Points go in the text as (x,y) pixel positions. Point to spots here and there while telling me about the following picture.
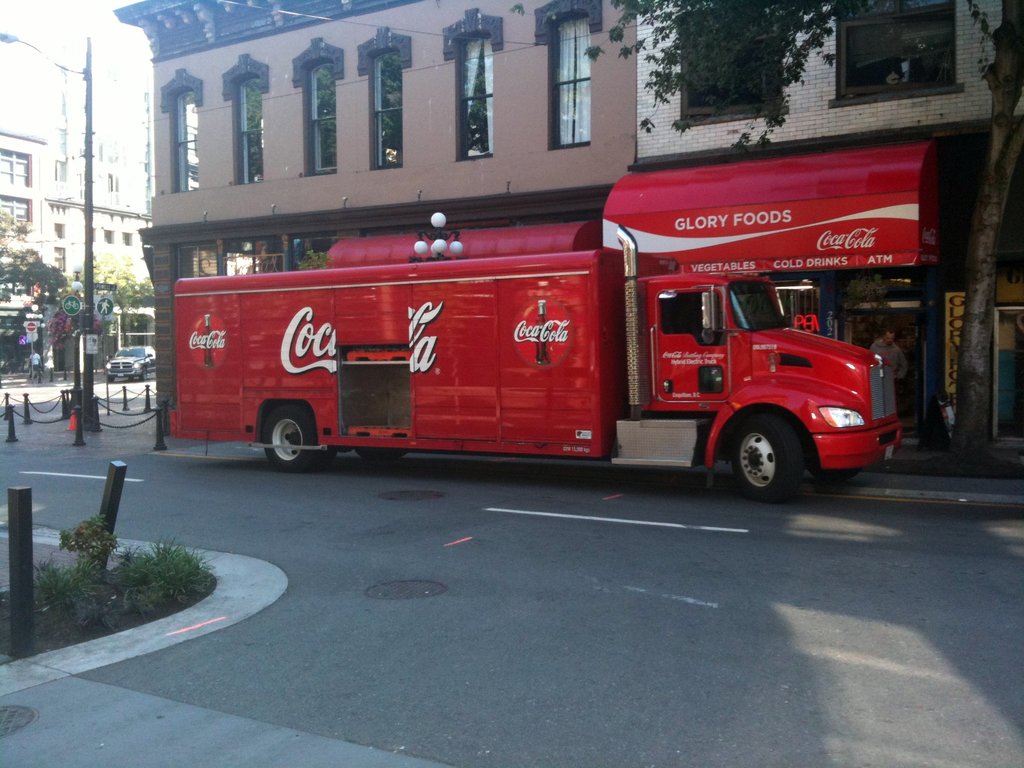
In this image, I can see a truck (577,456) on the road (564,477). These are the buildings (236,186) with the windows (697,94). On the left side of the image (146,353), I can see a car (130,371), street lights (90,420), trees (136,301) and chain barriers (67,419). On the right side of the image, I can see another tree (776,49).
